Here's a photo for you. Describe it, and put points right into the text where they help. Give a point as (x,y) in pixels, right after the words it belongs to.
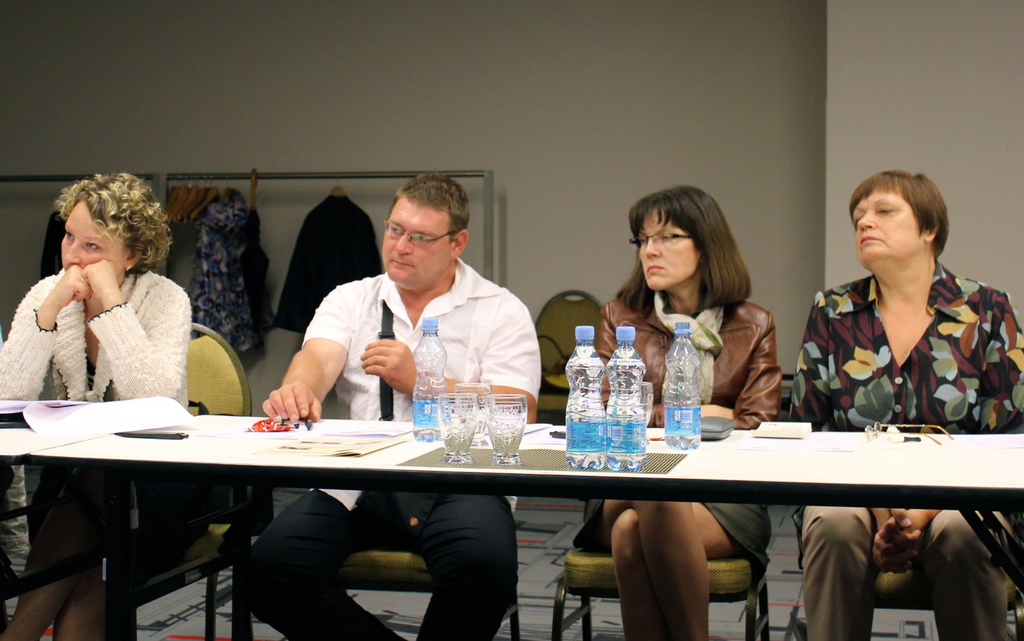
In this image there are three women (33,549) sitting on the chair (738,586). At the middle of the image (427,316) a person (427,316) is sitting on the chair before a table (660,477) having bottles (575,413) and glasses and some papers (279,434) on it. Backside to him there are few hangers (202,198). Few clothes (313,246) are hanged to the hanger (417,174). Background (92,133) there is a wall (910,79).
